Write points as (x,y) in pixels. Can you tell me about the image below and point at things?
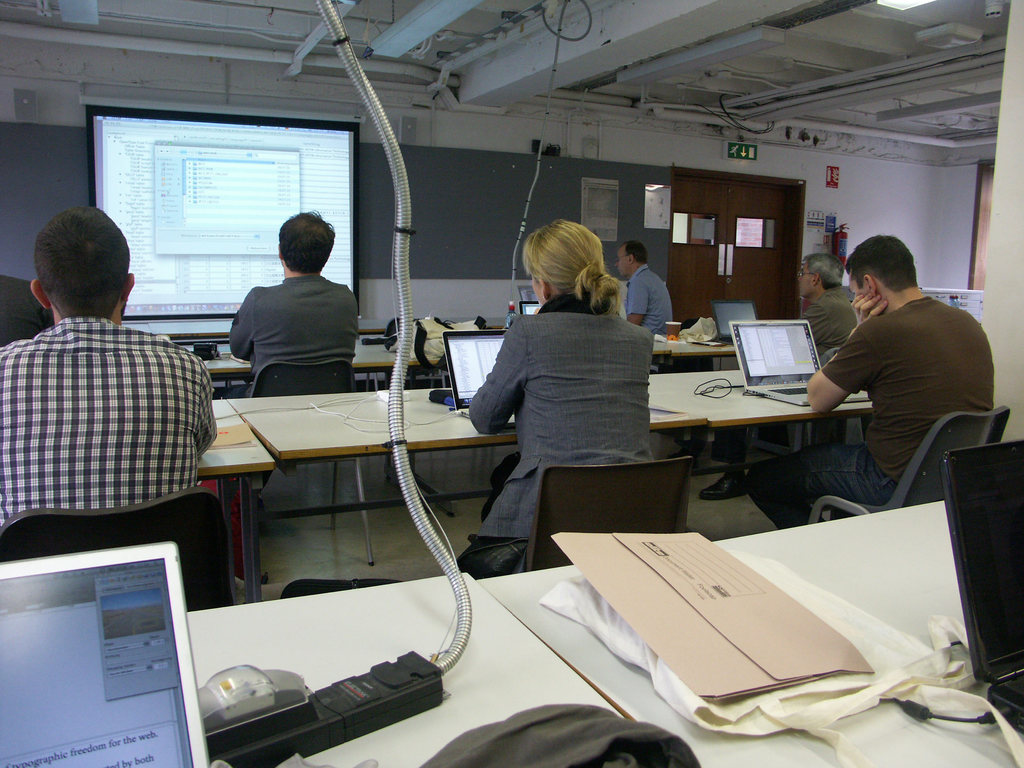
In this picture we can see a few people (310,281) sitting on the chair (147,506). There are laptops (744,350), wires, bags (433,359), switchboard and other objects (635,615) are visible on the tables (715,759). We can see some text (109,150) on a projector screen (103,175). There is a poster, red color cylinder (835,235), signs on a green board (751,151) and a few things (807,220) visible the wall (805,226). We can see a door (729,274) and door handles (724,244) in the background (751,269). There are few pipes (777,90) and a light (916,0) is visible on top (904,6).
